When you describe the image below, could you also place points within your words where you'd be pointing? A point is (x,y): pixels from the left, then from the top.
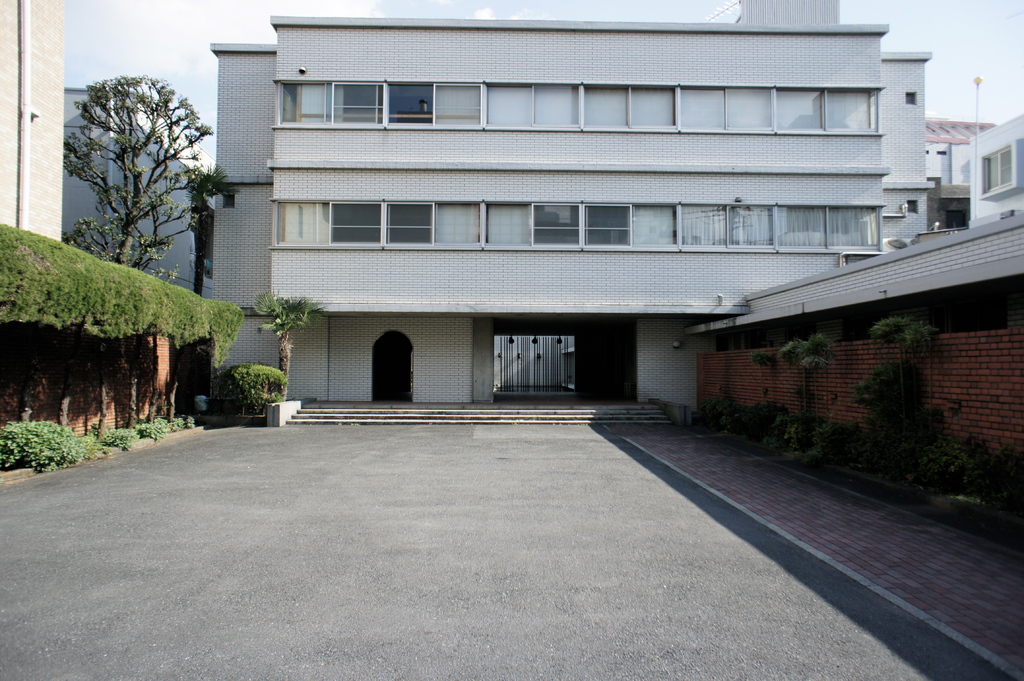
At the bottom of the picture (421,496), we see the pavement (265,564). On either side of the picture, we see the plants (86,438) and shrubs (80,438). We even see the walls (747,374), which are made up of bricks (119,392). In the middle (572,320), we see a building (403,252) in white color. It has windows (403,219) and a door (397,386). We even see a gate (518,371) and the staircase (452,417). On the left side (143,151), we see the trees (101,240), creeper plants (119,278) and buildings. On the right side (939,165), we see a pole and the buildings (961,160). At the top (558,13), we see the sky (220,15).
